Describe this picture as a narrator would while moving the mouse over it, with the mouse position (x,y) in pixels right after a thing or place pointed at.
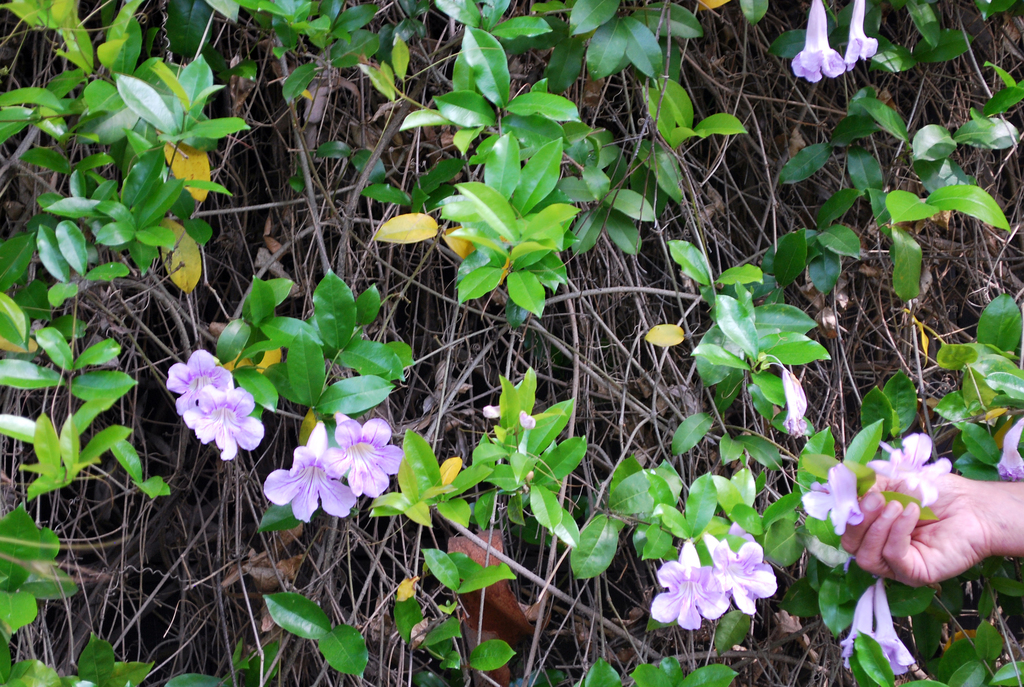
In this picture we can see flowers (706,584), leaves (272,507) and stems (446,252). In the bottom right side of the image (945,545) we can see a hand (979,504) of a person (954,533).
